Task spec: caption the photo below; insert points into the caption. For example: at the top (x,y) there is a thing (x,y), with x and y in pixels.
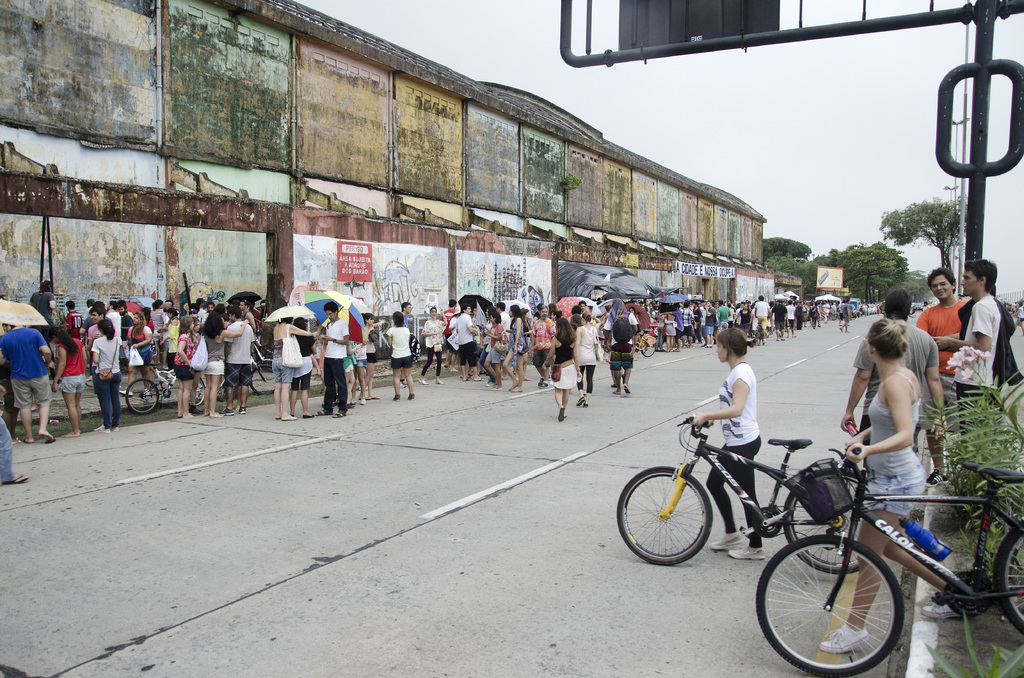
There are group of people (274,331) standing and walking. Few people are holding umbrellas (358,318) and few people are holding bicycles (929,567). These are the small plants (977,425) with flowers (973,369). This looks like a pole (986,21) which is black in color. I can see trees (873,247) at the background (846,269). This is the building (376,112). Here is the poster (356,268) attached to the wall (385,265). This is the road (446,517).
